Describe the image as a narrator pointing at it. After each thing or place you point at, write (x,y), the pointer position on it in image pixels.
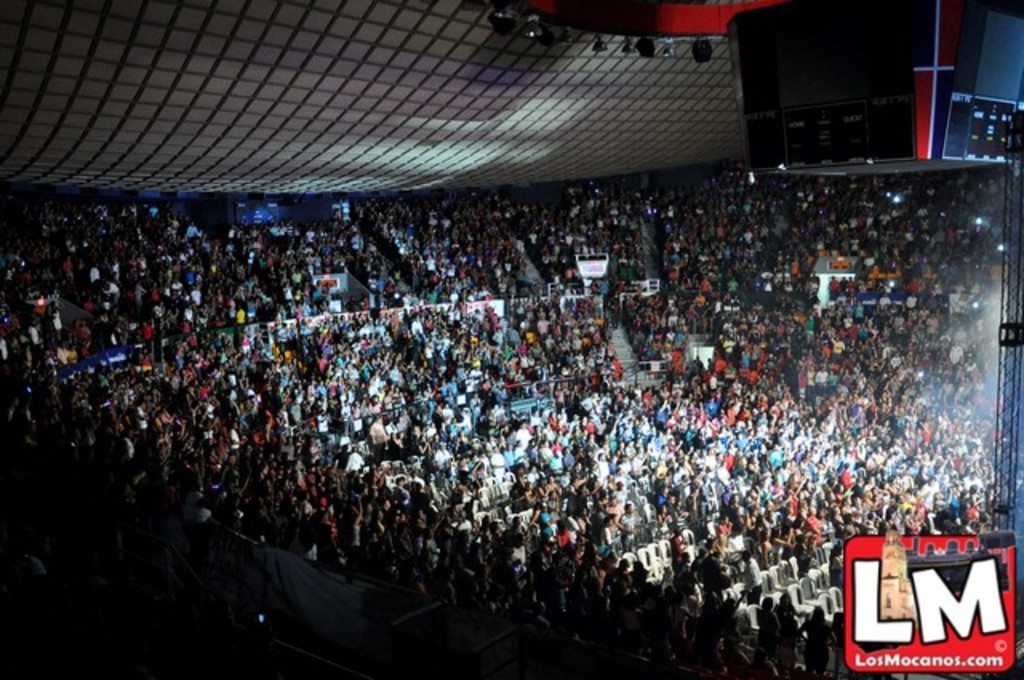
In this image I can see a stadium (744,238), on which I can see crowd (400,238), at the top (338,120) I can see the roof (426,112), on the right side (1006,414) I can see a stand (1000,425).
